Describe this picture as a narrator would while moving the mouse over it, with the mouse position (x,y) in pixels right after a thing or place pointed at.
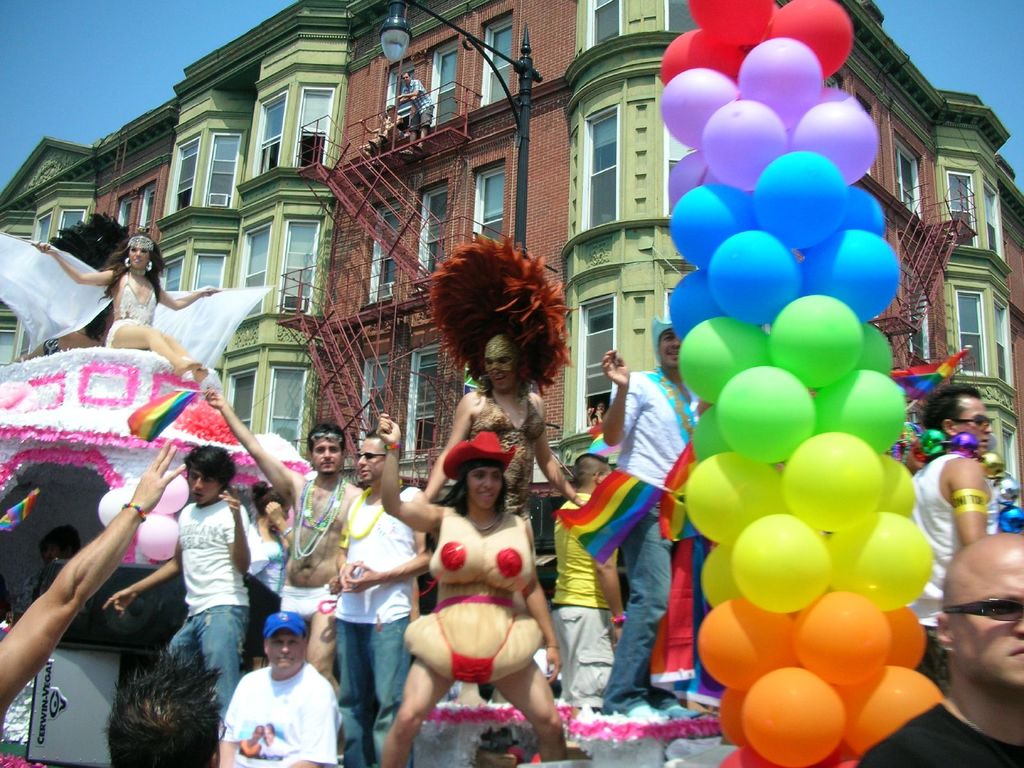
In this image we can see many people (417,671) and few people (492,646) holding some objects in their hands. There is a street light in the image. We can see the sky (135,48) at the either sides of the image. There are many balloons (859,546) in different colors. We can see a person (428,102) standing on the building (438,110). We can see a building (500,150) and it is having many windows (439,95).
